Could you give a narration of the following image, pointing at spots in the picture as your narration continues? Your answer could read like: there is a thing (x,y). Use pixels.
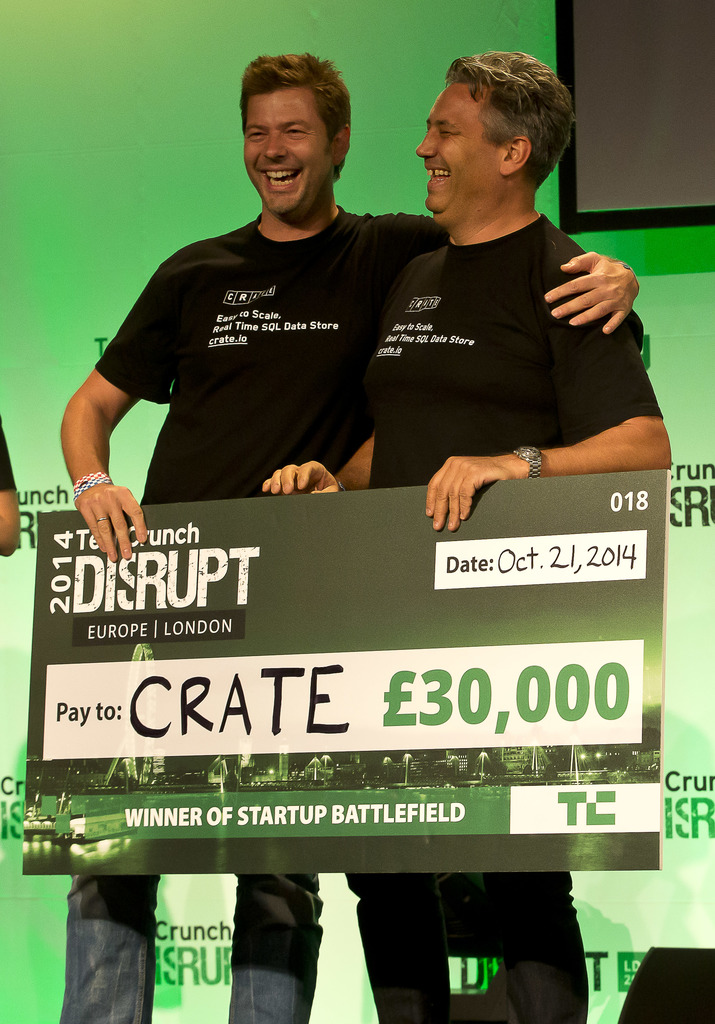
In the foreground of this image (225,447), there are two men (322,410) wearing black T shirts (275,366) are standing and holding a board (309,626) which looks like a cheque board (296,714). In the background (70,360), there is a green banner wall (130,154) and a screen (635,83) at the top (620,129).
